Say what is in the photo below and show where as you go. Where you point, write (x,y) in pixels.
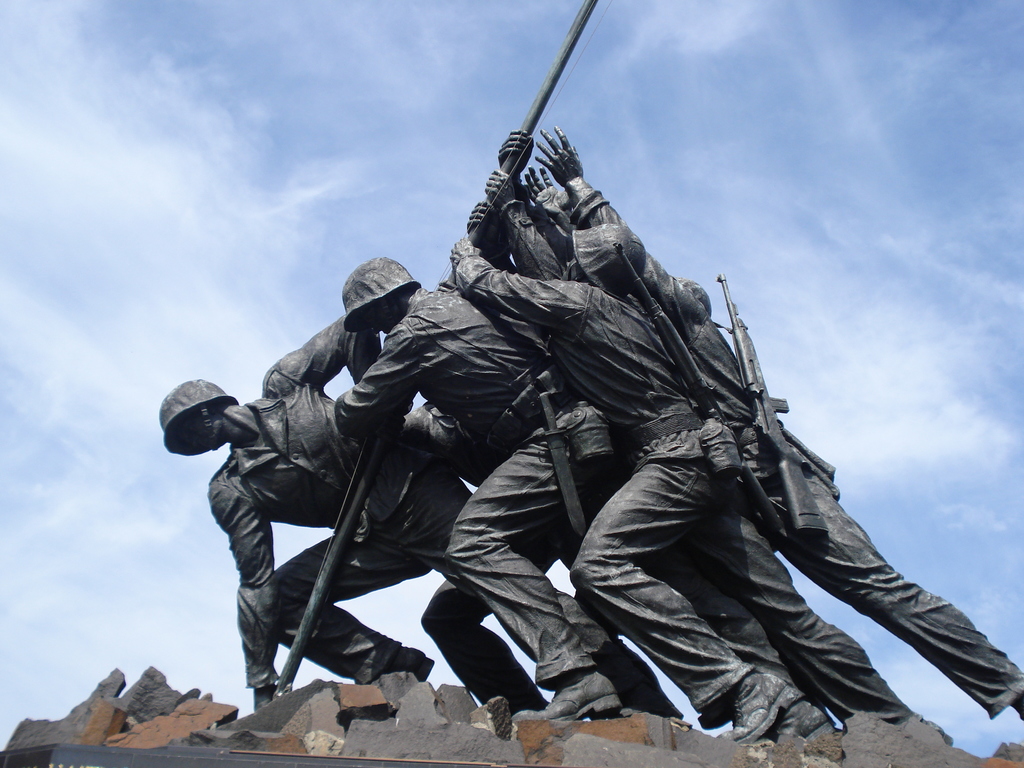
These are the statues of human soldiers (587,382) and this is a blue color sky (313,210).
